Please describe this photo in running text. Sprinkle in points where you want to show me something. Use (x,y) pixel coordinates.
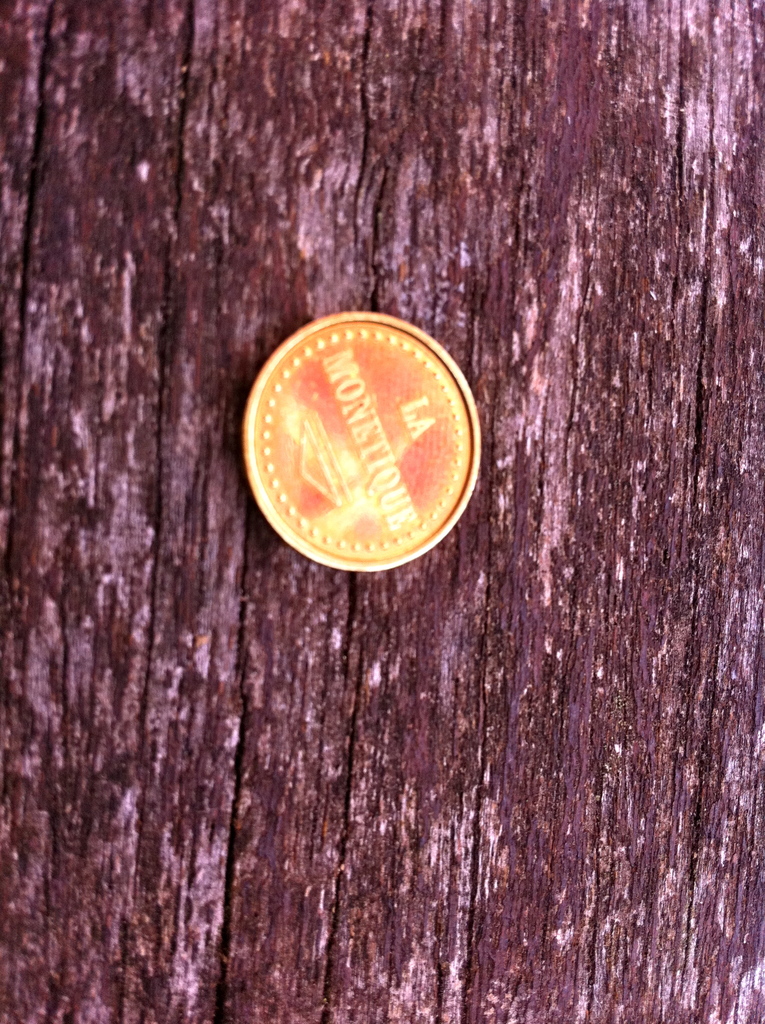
In the center of the image (461,503) we can see a coin (356,510) on the wooden surface (458,357).
